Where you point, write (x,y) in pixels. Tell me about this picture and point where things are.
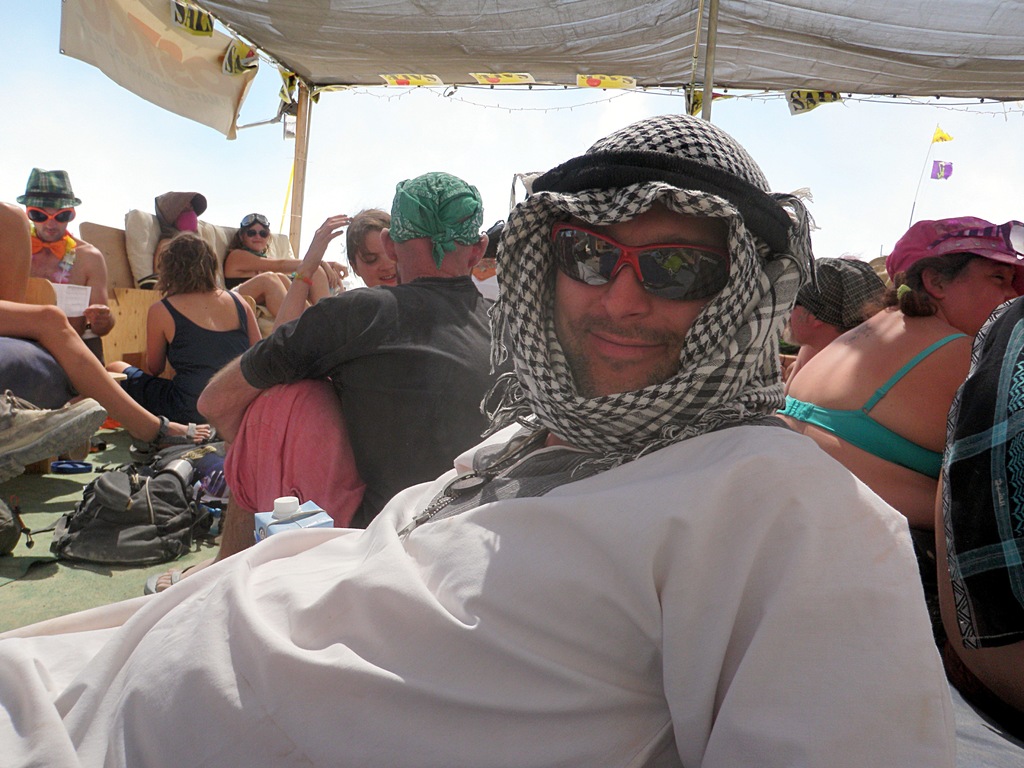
In this image I can see there are group of persons (542,269) visible under the tent (959,81), at the top (872,151) there is the sky (66,128).
